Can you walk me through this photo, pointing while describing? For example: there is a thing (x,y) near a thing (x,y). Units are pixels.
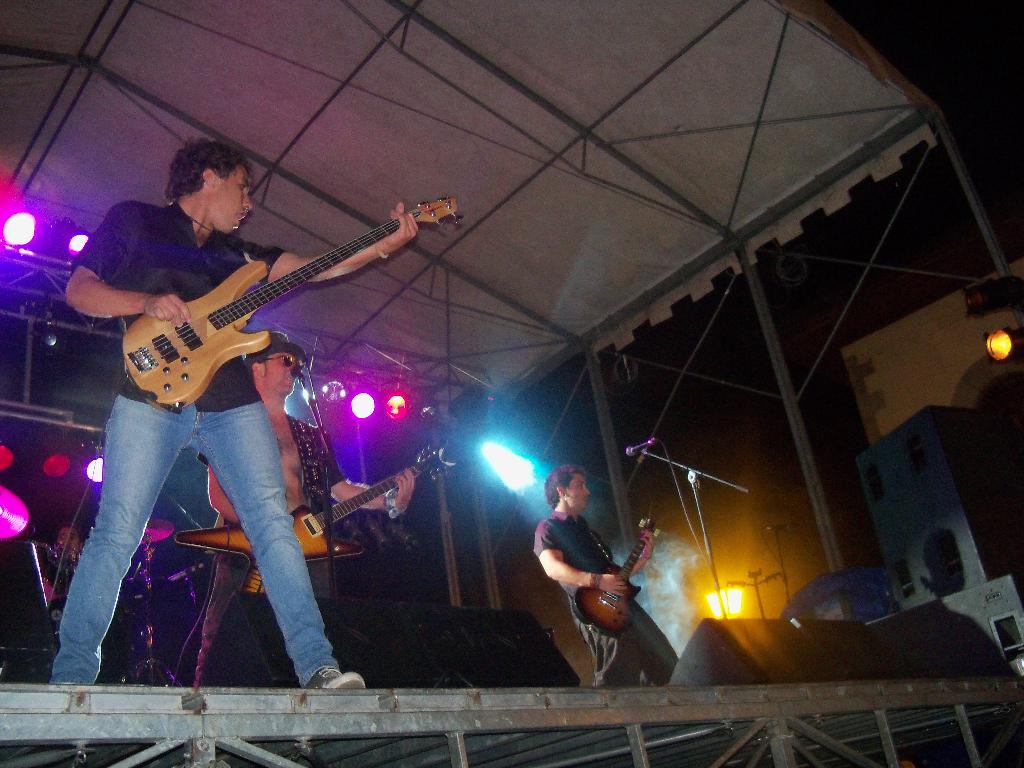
In this picture there are group of people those who are playing the music, there is a person (103,541) who is standing at the left side of the image (108,553) and the person (615,637) who is standing at the right side of the image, he is also playing the guitar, and there are mics (702,519) in front of them, there are spotlights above the area of the image and there are speakers (747,677) at the right side of the image (723,677) on the stage (657,736), it is a night time, there is a building (997,374) at the right side of the image (988,395).
